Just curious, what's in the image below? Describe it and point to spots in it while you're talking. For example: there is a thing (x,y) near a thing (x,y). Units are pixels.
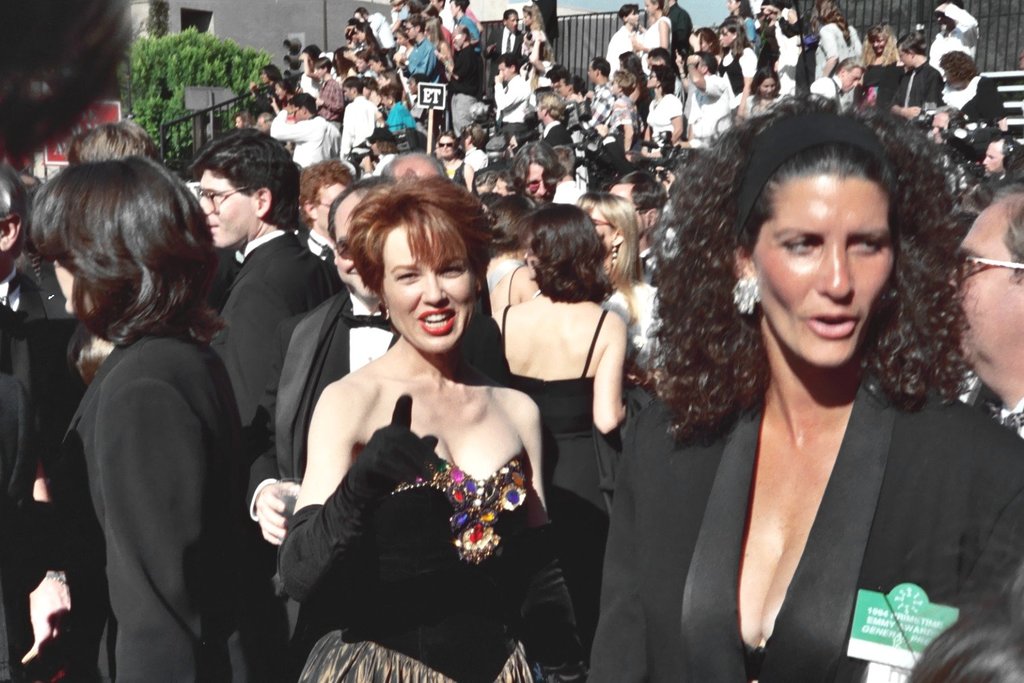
In this image we can see plants (190,40), railing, fence (813,38) and people (652,365).
